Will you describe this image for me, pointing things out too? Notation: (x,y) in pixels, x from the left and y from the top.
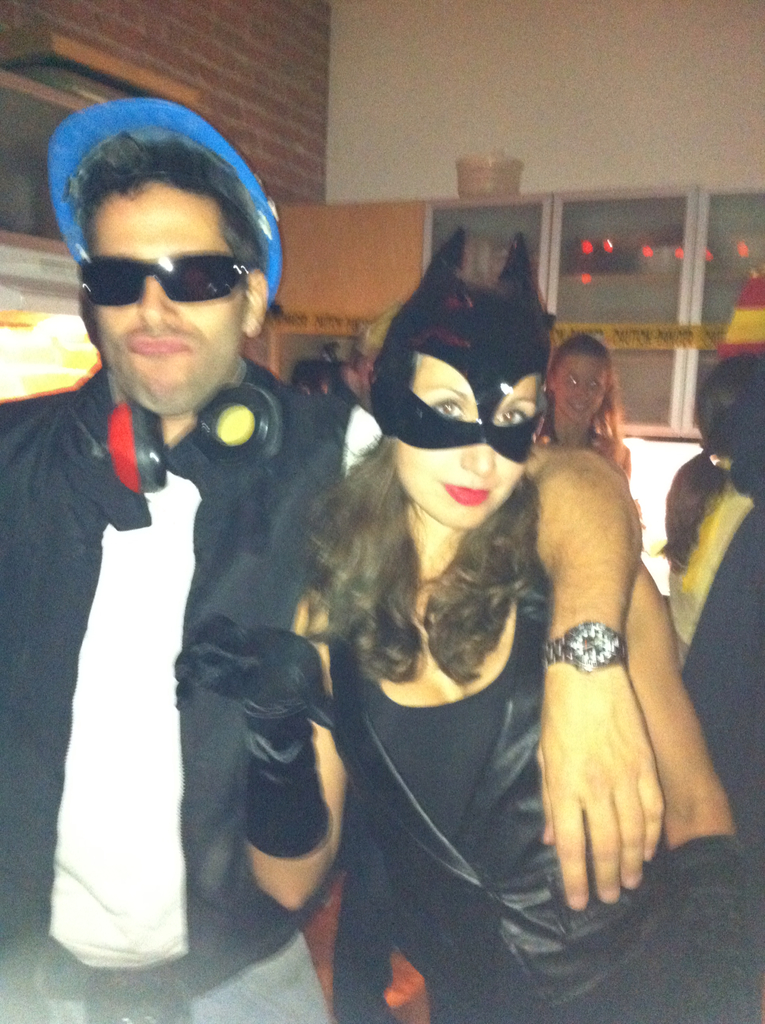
In this picture we can see some people (335,576), cap (88,124), goggles (187,296), headset (225,395), face mask (390,390), cupboards (740,267) and some objects (71,258) and in the background (466,28) we can see the walls (329,56).
